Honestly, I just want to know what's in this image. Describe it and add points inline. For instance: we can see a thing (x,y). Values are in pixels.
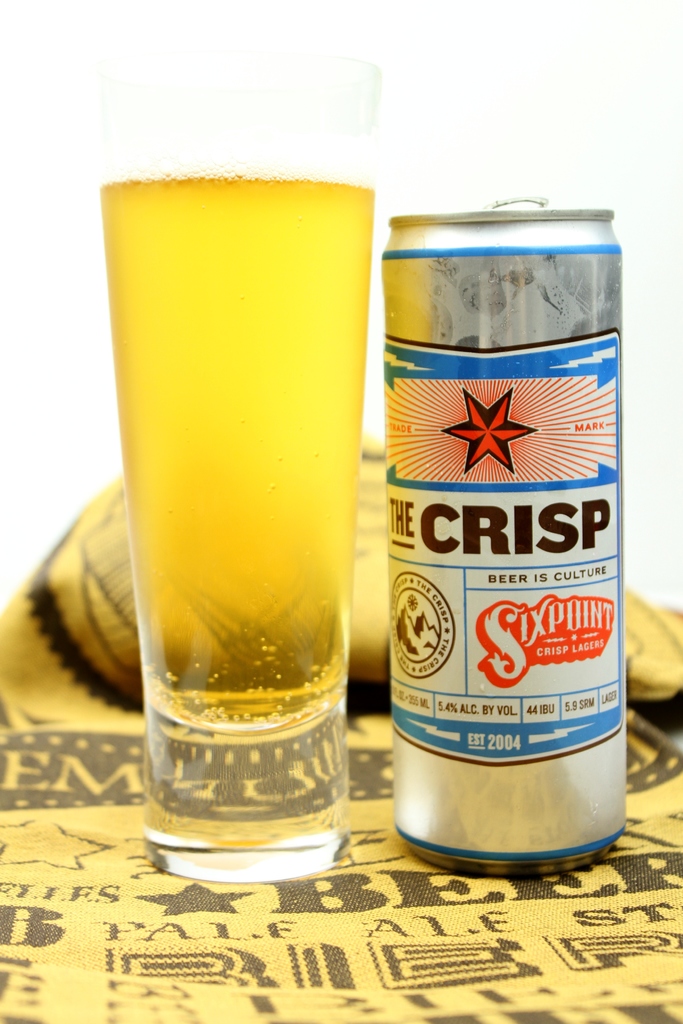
In this image I can see the glass (198,507) with drink (318,518) and also tin (429,548). These are on the brown color sheet (469,924). And I can see the white background (42,135).
